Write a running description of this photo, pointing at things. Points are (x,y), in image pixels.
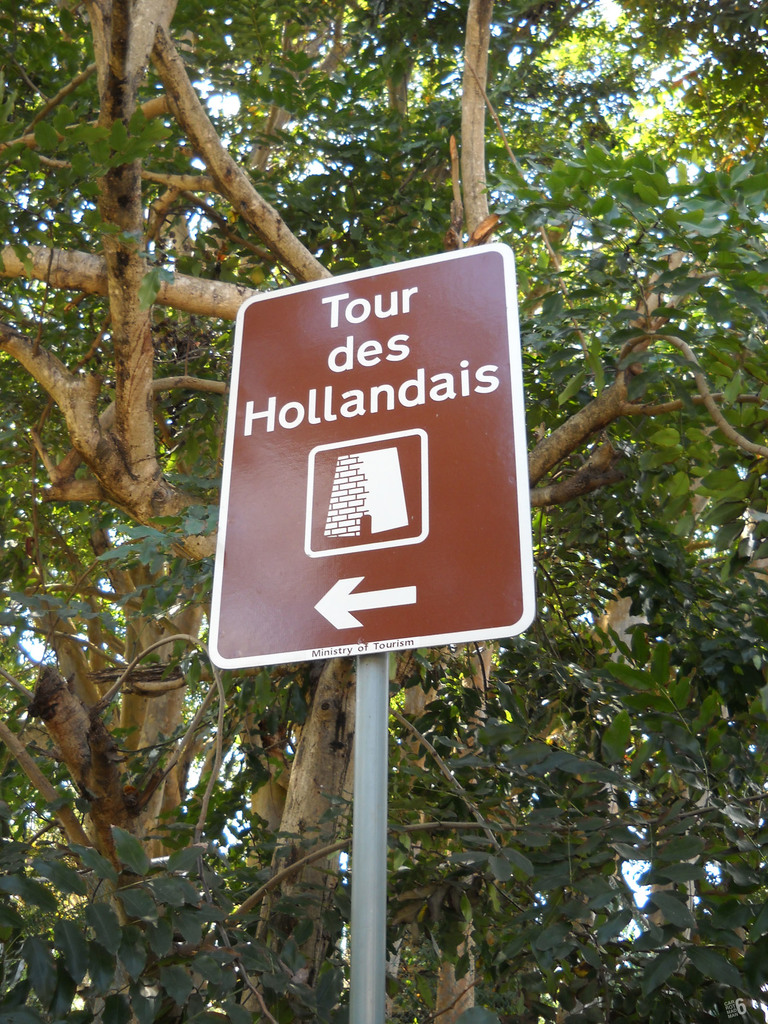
In this image there is a sign board (349,463) with some text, image (358,545) and an arrow mark (319,610), behind that there is a tree (516,899).
